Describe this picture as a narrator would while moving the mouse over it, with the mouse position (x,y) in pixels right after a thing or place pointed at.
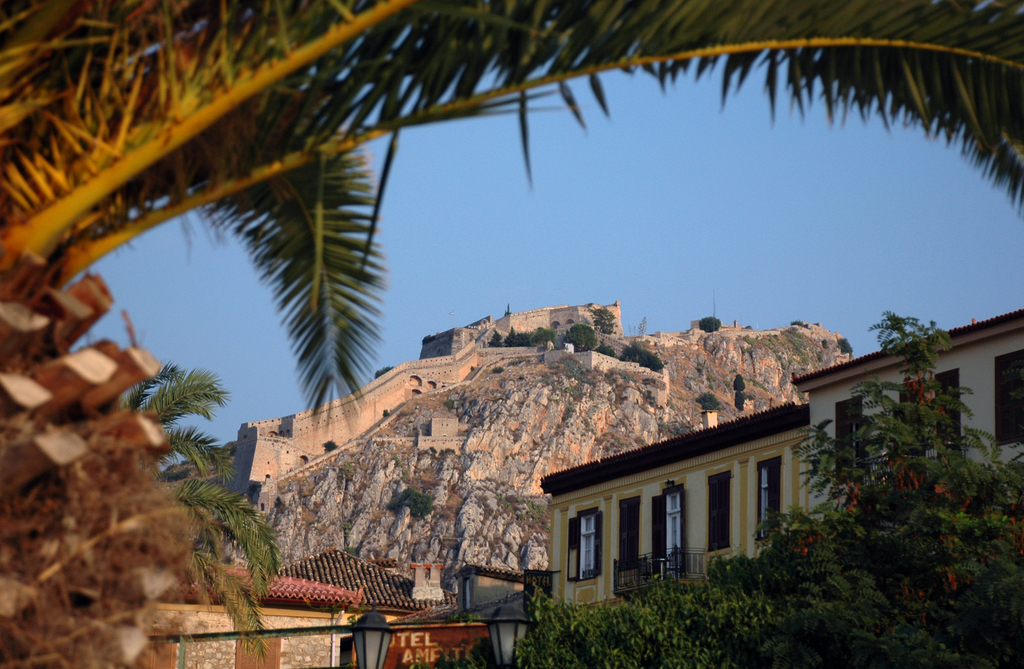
In the picture I can see the house (690,539) on the right side (706,532). There are decorative lamps (508,639) at the bottom of the image (377,652). In the background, I can see the fort construction (498,330). I can see the trees (104,358) on the left side (108,449) and the right side (904,428) as well.
